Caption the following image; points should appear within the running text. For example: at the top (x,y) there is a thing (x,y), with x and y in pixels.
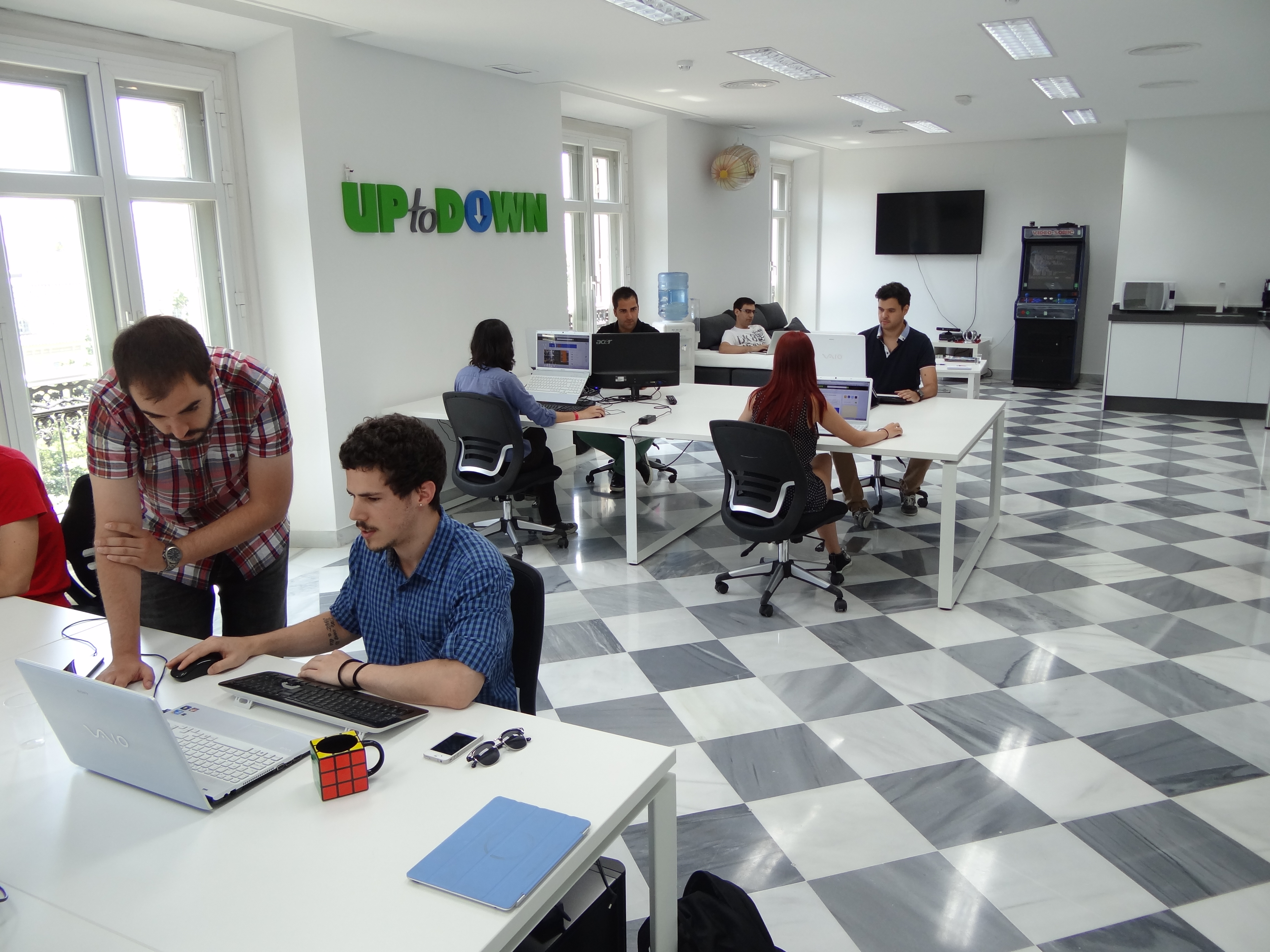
In this image I see 8 persons (131,332), in which 7 of them are sitting on the chairs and are in front of the laptop (211,722) or the screens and another is standing over here. In the background (53,374) I see the windows (68,370), a T. V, a machine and a word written on the wall (425,131), which says "Up To Down".
